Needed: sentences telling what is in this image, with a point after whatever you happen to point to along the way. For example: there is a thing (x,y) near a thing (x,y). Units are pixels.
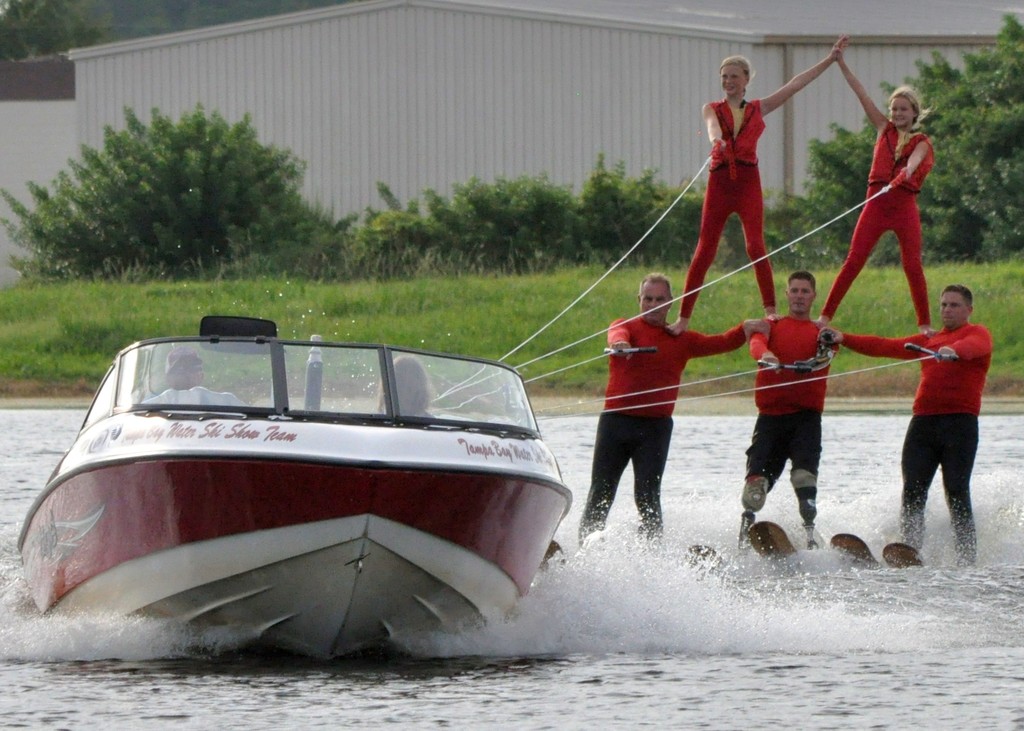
In this image we can see a boat (315,557) on the water (528,678). There are three people (794,416) holding ropes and standing on surfing boards (854,554). And there are two persons (752,184) standing above the three persons (894,338). They are also holding ropes (583,294). And the ropes (571,367) are attached with the boat (357,433). In the background (157,262) there are trees (392,211). On the ground (485,308) there is grass (498,309). In the background (509,172) there is a wall (462,57).
